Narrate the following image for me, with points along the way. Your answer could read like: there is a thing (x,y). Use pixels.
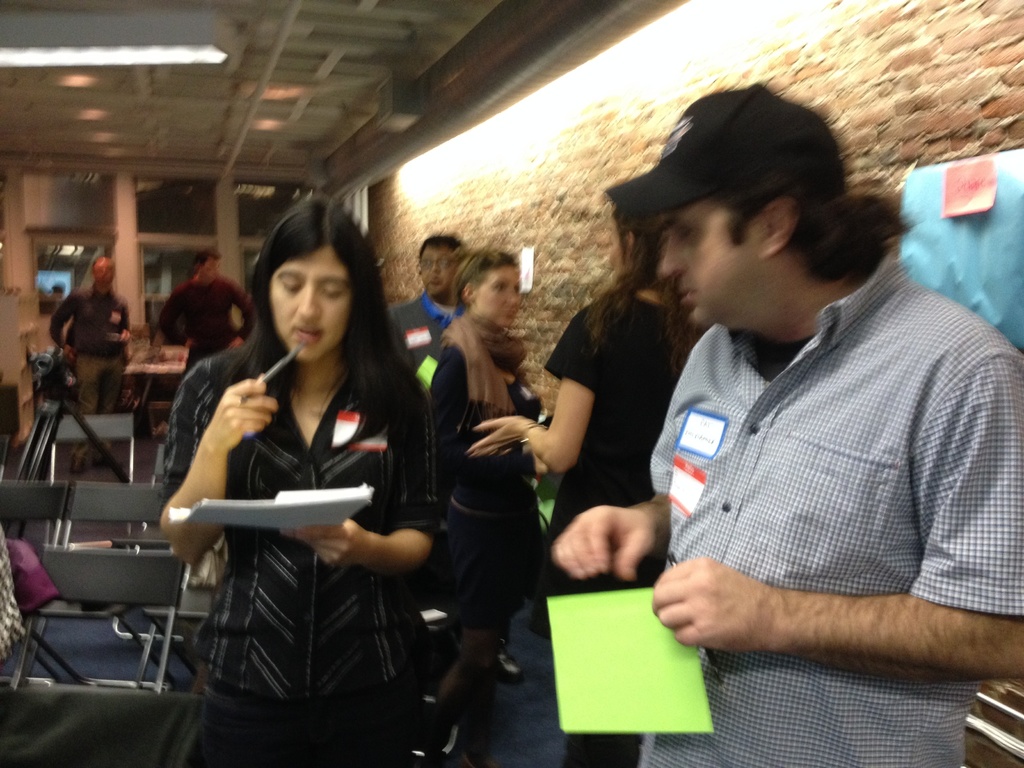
In this image there group of persons (580,491), there are persons (386,479) holding objects (656,595), there are chairs (102,511), there is a stand (51,436), there is a camera (48,374) on the stand (53,399), there is a person (15,616) truncated towards the left of the image (12,600), there is a person (831,479) truncated towards the right of the image (964,635), there is an object (982,221) truncated towards the right of the image (941,168), there is a wall (862,44), there are objects (955,195) on the wall (537,163), there is roof (268,85), there is light (149,47) truncated towards the left of the image (49,50), there are windows (149,272), there are objects (145,371) behind the persons (187,424), there are chairs (53,504) truncated towards the left of the image (42,491).
